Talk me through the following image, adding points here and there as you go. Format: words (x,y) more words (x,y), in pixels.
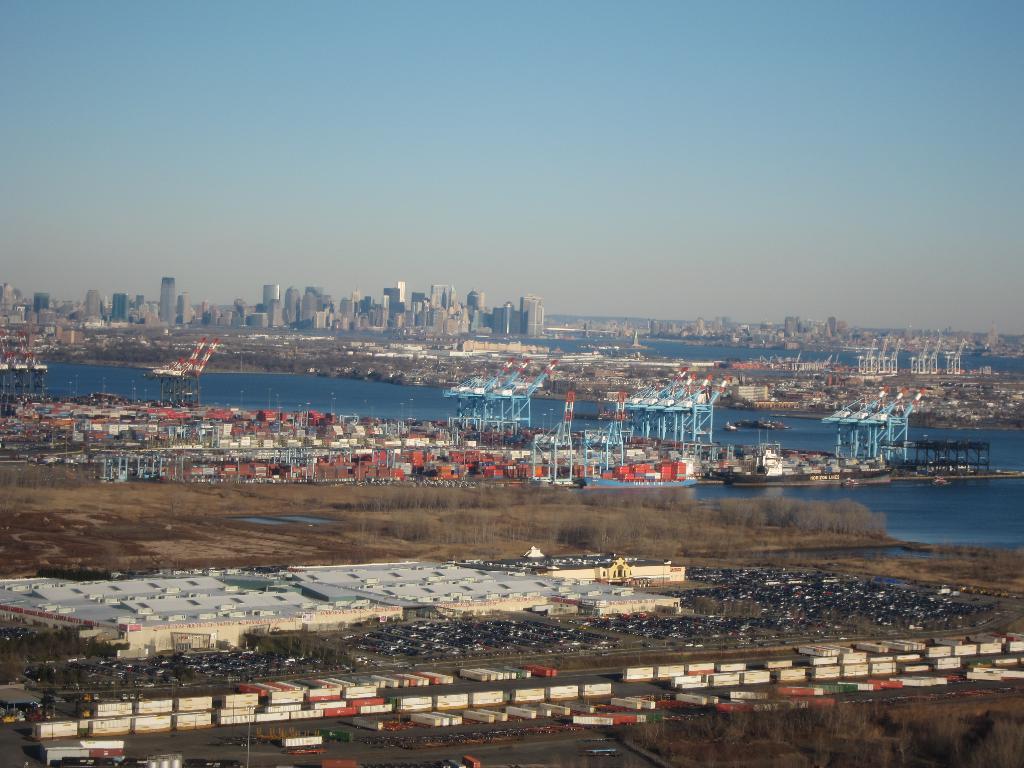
At the bottom (302,743) there are containers (273,702), vehicles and grass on the ground (253,746). In the background (498,475) we can see containers (300,426), cranes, water (961,527), metal objects (603,436), buildings (322,612) and sky (387,233).
